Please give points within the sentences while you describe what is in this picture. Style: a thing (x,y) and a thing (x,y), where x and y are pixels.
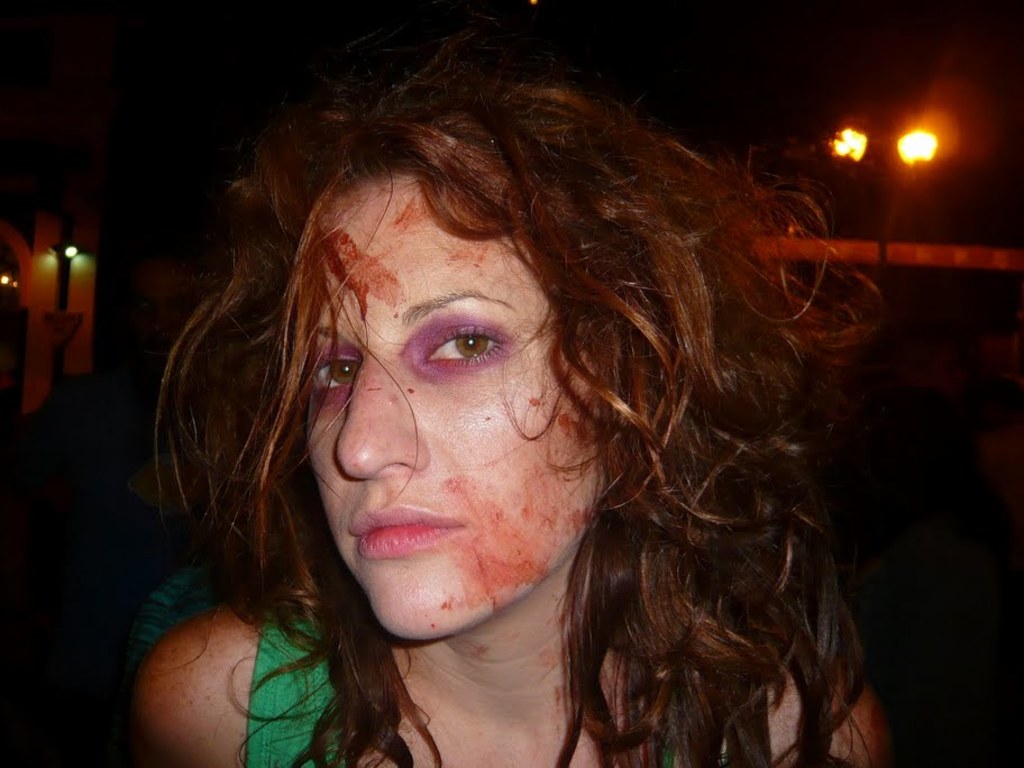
Here I can see a woman (596,541) looking at the picture. I can see few red color marks (380,279) on her face (517,323). In the background (914,155) there are few lights (927,152) in the dark.
